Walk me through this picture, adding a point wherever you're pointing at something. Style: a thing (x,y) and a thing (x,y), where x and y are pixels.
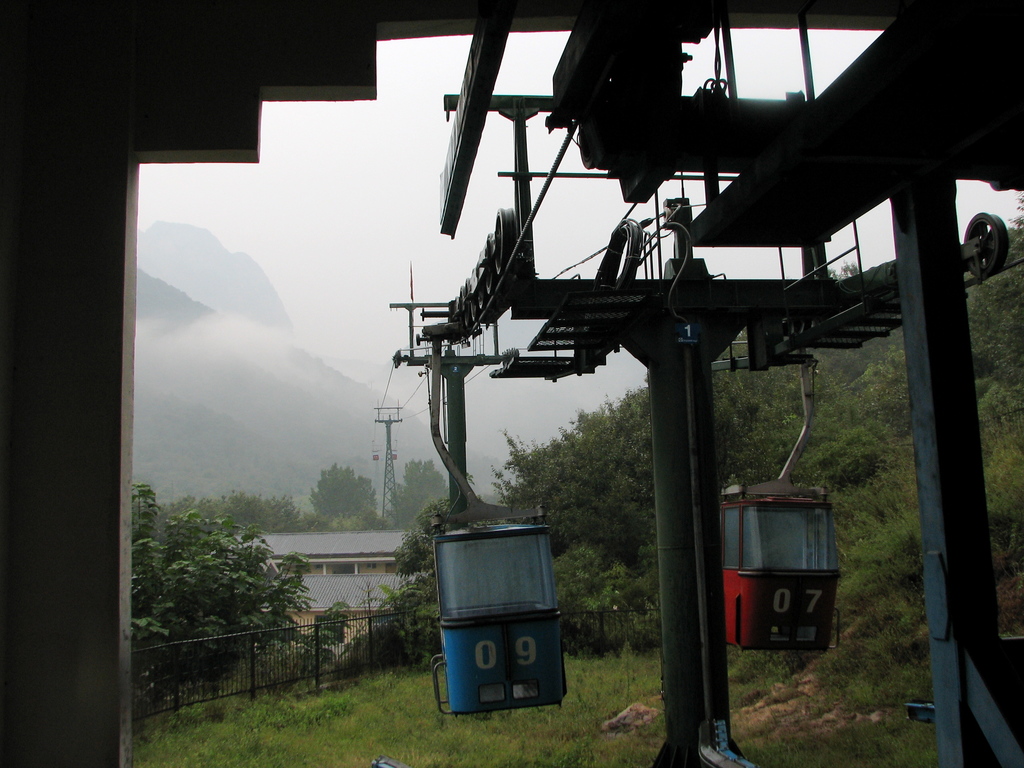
In this image we can see ropeway (685,157) with cabins (493,569), tower (404,350). In the background of the image (280,505) there are mountains (235,485), trees (259,520), house (379,550), sky (315,261). At the bottom of the image (414,734) there is grass (412,739). To the left side of the image (130,212) there is wall (74,196).
